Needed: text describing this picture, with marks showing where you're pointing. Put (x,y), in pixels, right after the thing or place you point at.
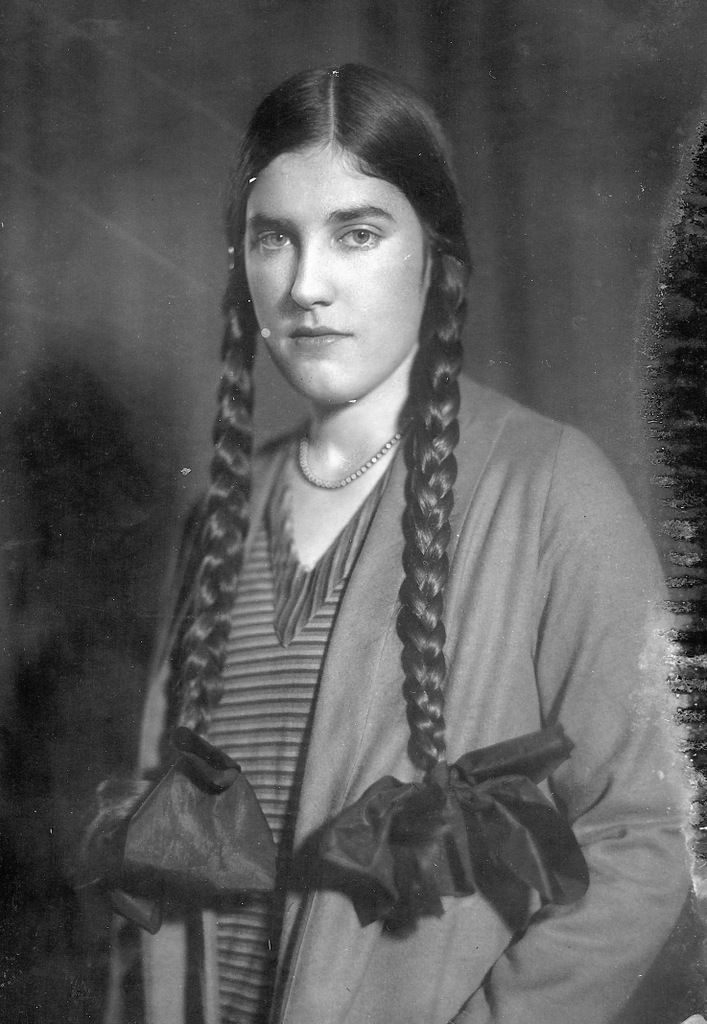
A girl (328,101) is there, she wore a coat (401,719), dress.
